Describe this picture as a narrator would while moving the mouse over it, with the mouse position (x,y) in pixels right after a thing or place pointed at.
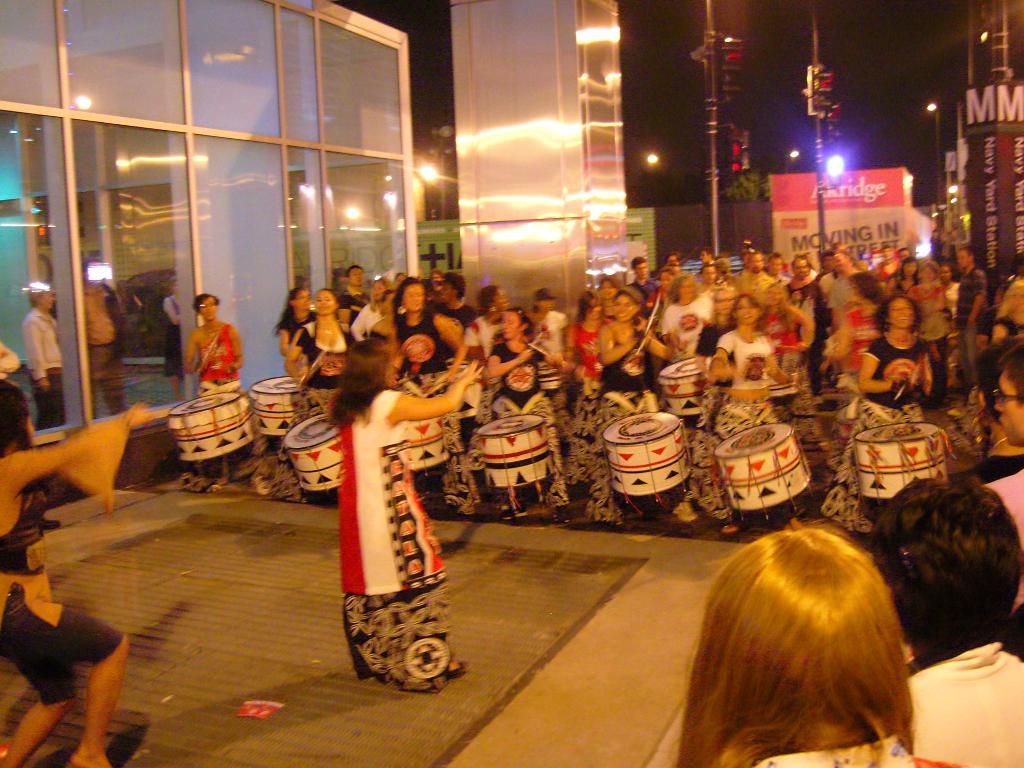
Here we can see group of persons (338,320) are standing and playing the drums (679,388), and in front (384,463) here is the woman (398,463) standing, and here are the glass door (92,196), and here are the lights (839,166).
